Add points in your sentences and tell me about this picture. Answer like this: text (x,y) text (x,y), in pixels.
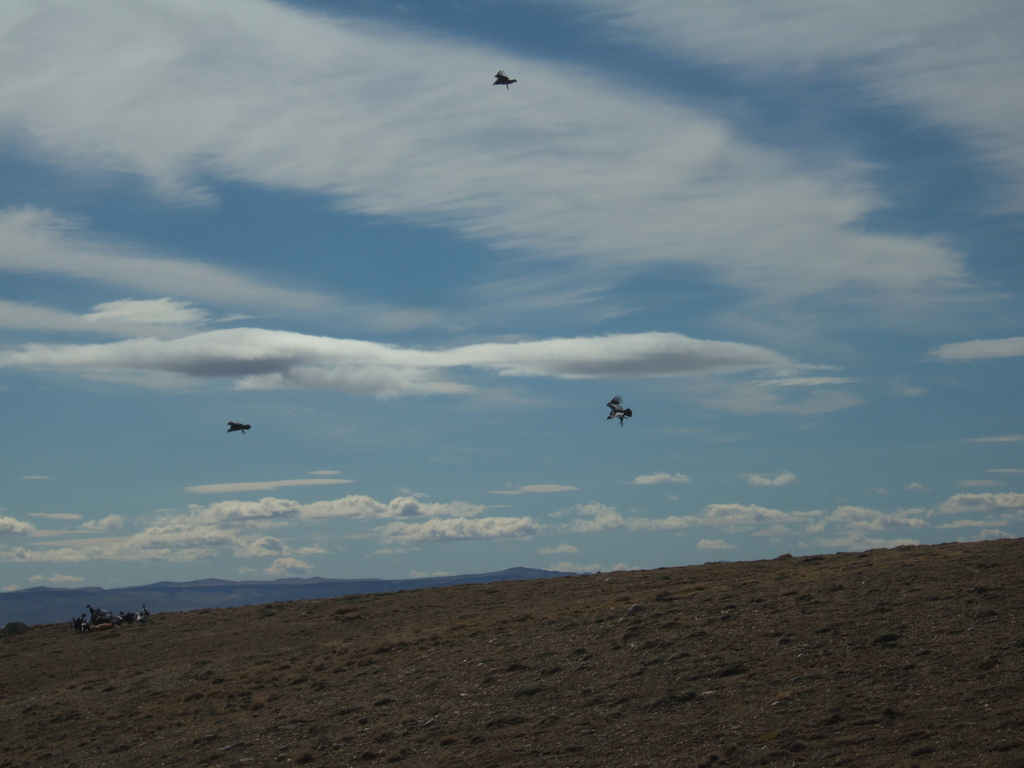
In this picture I can see there are some mountains (237,598) and there are birds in the sky (498,221).
